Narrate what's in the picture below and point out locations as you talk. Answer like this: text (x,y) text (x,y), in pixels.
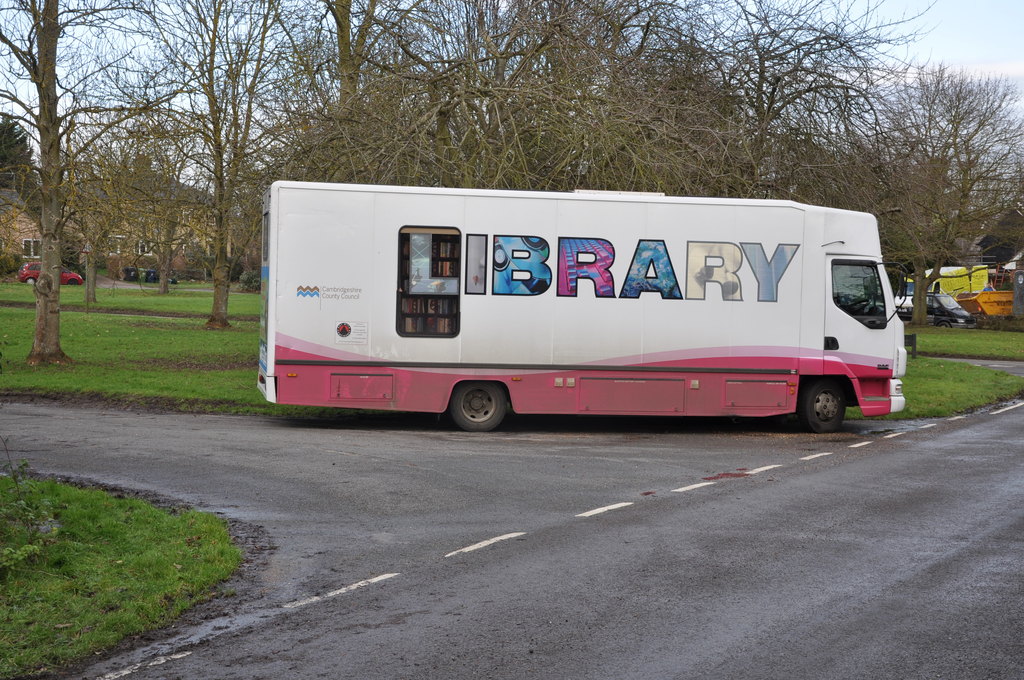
In the image we can see a vehicle (598,410) on the road (648,427) and on the vehicle (578,368) we can see some text (533,268). Here we can see the road (683,565), grass (61,536) and trees (208,146). There are even other vehicles (965,317) of different colors and the sky (903,53).
